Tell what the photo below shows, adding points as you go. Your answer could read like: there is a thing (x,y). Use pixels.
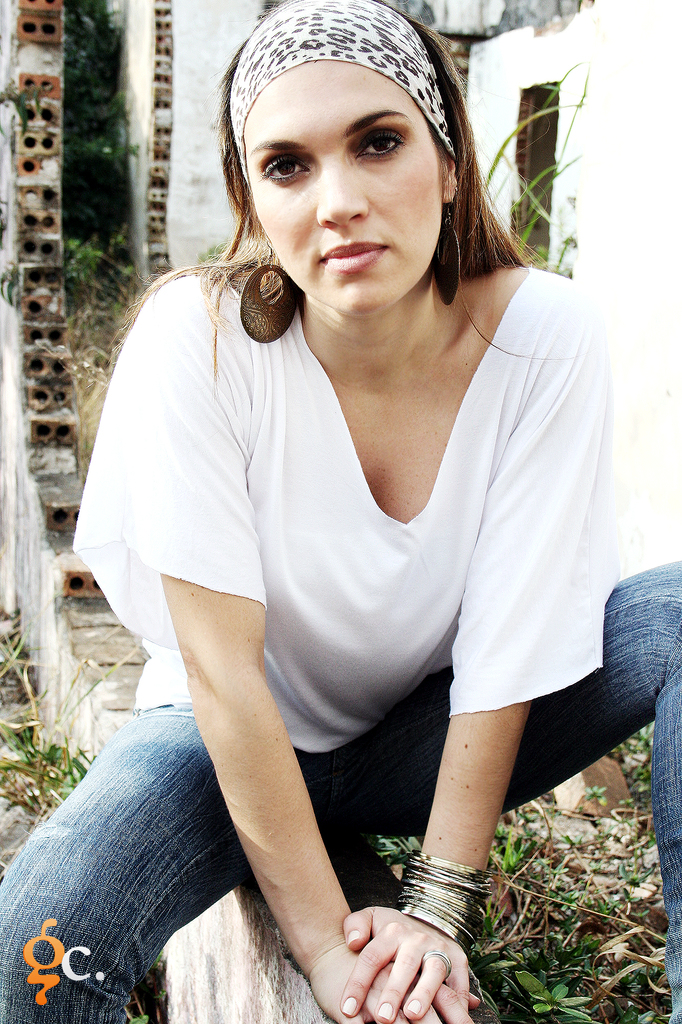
This picture shows a woman (429,690) seated and she wore a white T-shirt (301,720) and a blue trouser (401,749) and we see a cloth (296,62) on the head (259,121) and we see a old building (40,19) on the back (14,475) and we see a logo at the bottom left corner of the picture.
